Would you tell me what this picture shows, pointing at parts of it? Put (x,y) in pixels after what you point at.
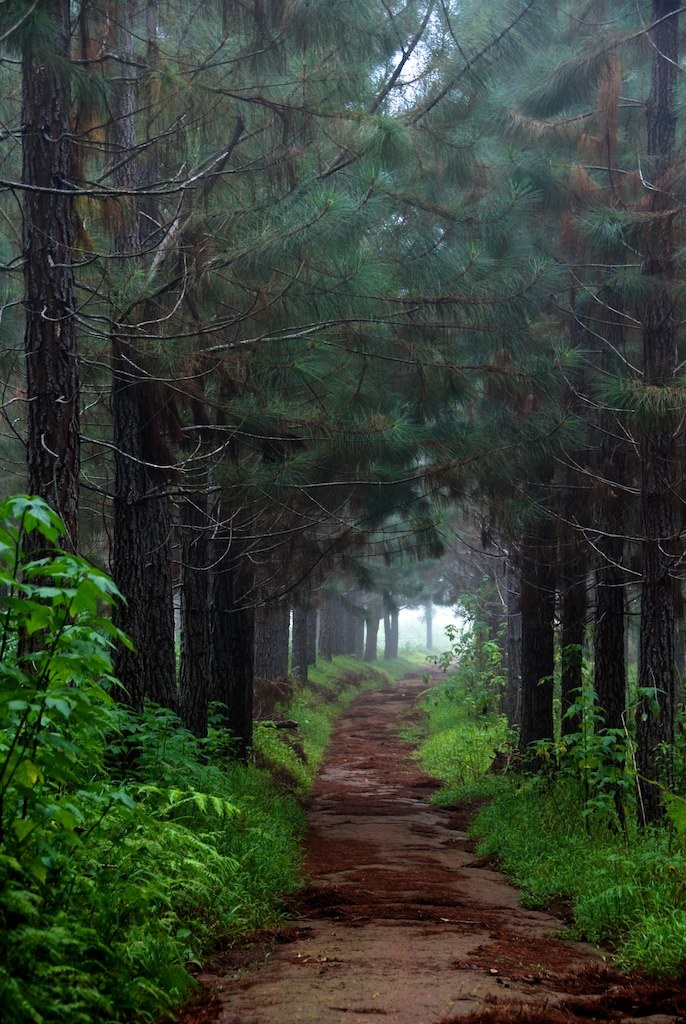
This image is taken outdoors. At the bottom of the image (392,975) there is a ground (263,910) with grass (250,839) and plants (216,851). At the top of the image (543,323) there are many trees (327,485).
